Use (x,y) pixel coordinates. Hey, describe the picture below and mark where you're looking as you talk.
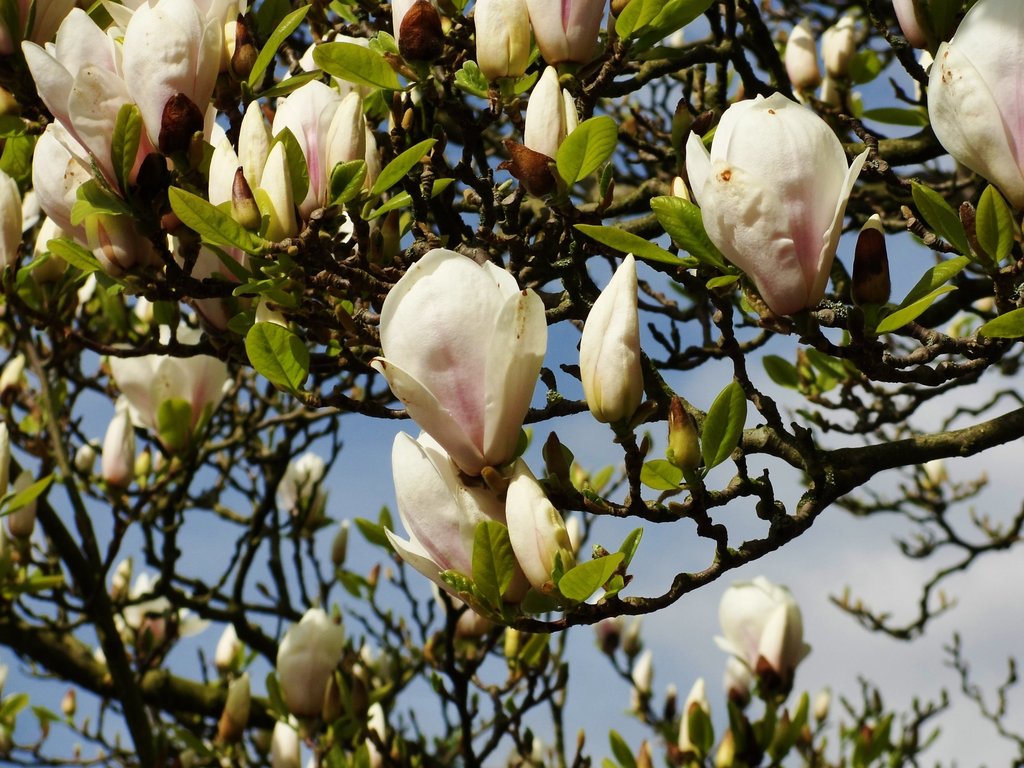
In this image we can see flowers (774,204) on top of the plant (292,273) and at the background (350,473) there is sky (206,548).
